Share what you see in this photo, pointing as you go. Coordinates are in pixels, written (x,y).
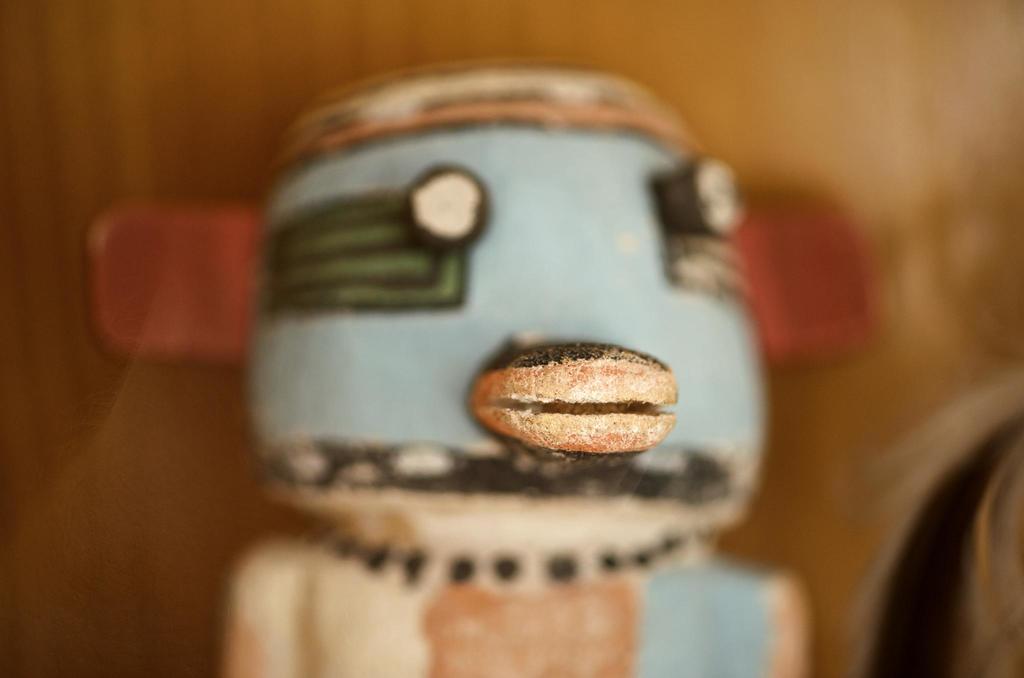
This is a zoomed in picture. In the center (673,399) there is an object (536,396) seems to be the toy (543,443). The background of the image (971,642) is blurry and there are some objects (966,611) in the background (1023,447).
